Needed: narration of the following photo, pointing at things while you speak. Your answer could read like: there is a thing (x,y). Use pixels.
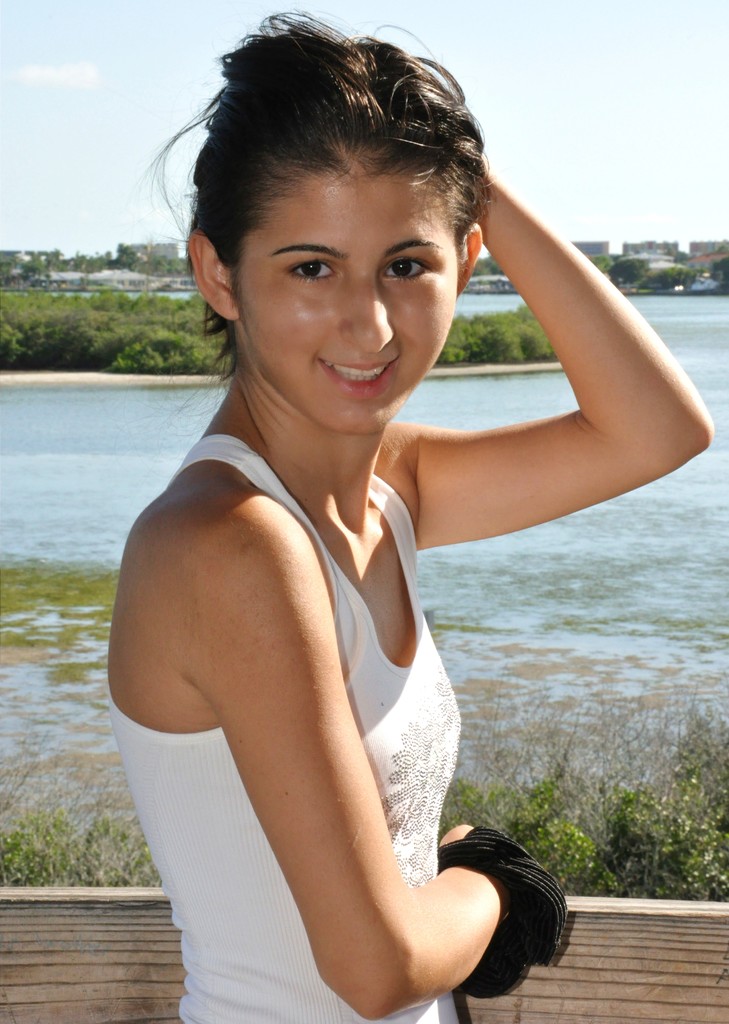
In this image there is a lady (350,740) she is wearing white color T-shirt (237,826), in the background (185,432) there is a lake (501,423), trees (526,347) and a sky (569,34).
